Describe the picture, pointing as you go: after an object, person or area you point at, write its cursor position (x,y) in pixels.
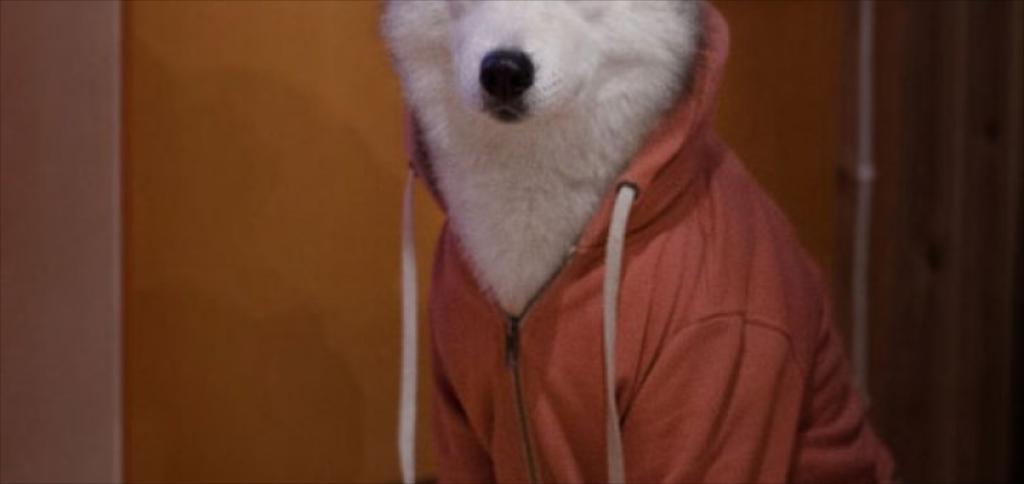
In this picture I can see a white color animal (527,266) is wearing clothes (596,327). In the background (269,188) I can see a wall (188,233).
